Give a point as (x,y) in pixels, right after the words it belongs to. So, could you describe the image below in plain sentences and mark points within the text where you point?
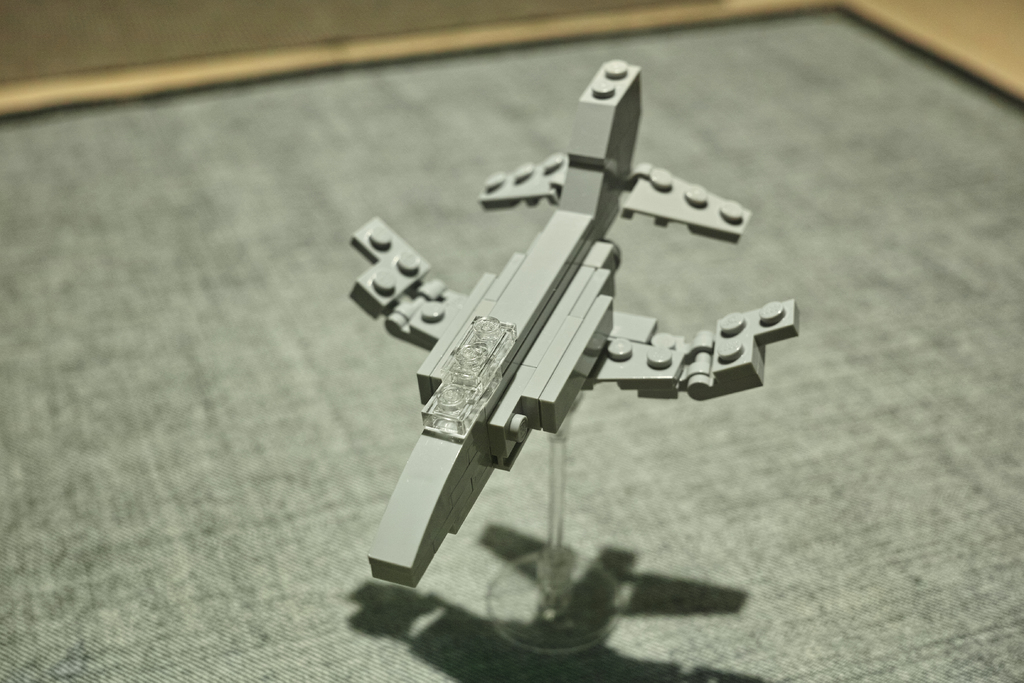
In this picture I can see a Lego airplane (540,289) with a stand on an object (355,304), and there is blur background (279,3).
